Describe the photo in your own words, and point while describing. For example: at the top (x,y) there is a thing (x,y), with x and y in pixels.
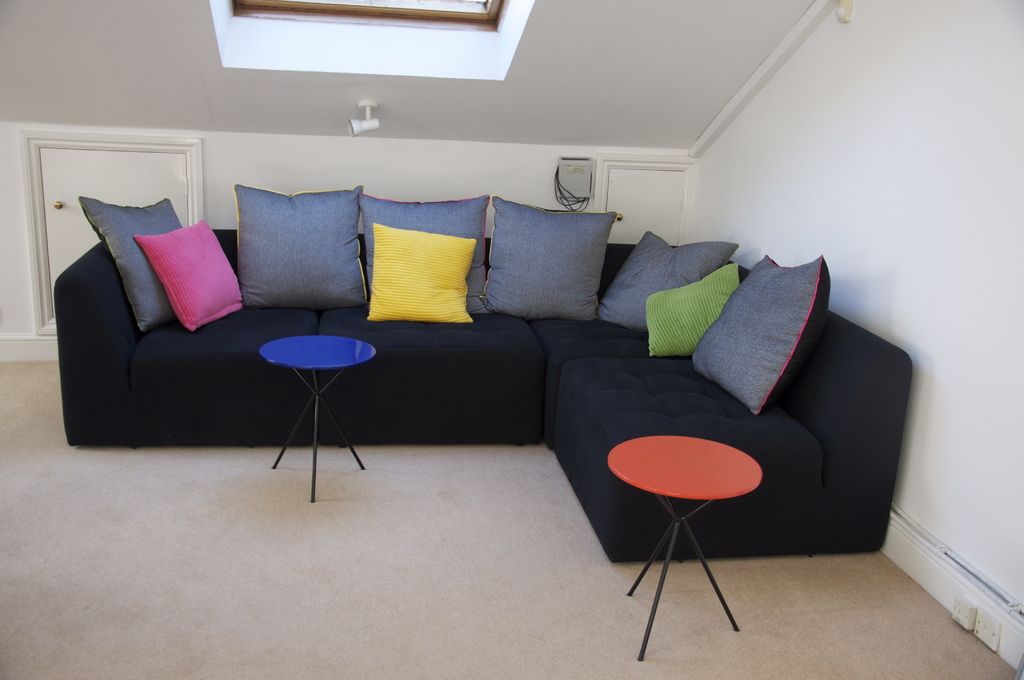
The image is inside the room (663,533). In the image from right side (737,433) to left side (217,335) we can see a couch (372,326), on couch (546,339) there are few pillows (389,292) and a table (684,450) in background (424,190) there is a door (176,168) and a wall (497,163) which are in white color.
